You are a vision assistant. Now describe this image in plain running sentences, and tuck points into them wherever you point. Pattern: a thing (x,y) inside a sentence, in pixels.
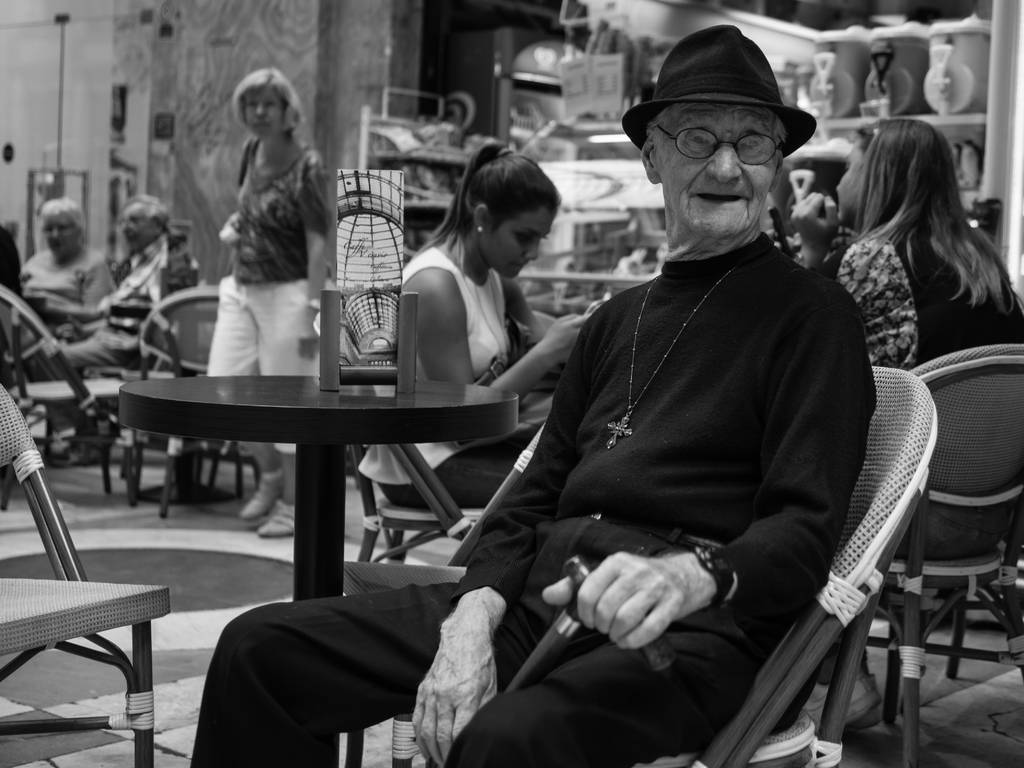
In the image we can see there is a man (757,178) who is sitting on chair (928,470) and other people (792,212) are sitting on chair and the man (694,49) is wearing black cap (682,84) and the image is in black and white colour.
